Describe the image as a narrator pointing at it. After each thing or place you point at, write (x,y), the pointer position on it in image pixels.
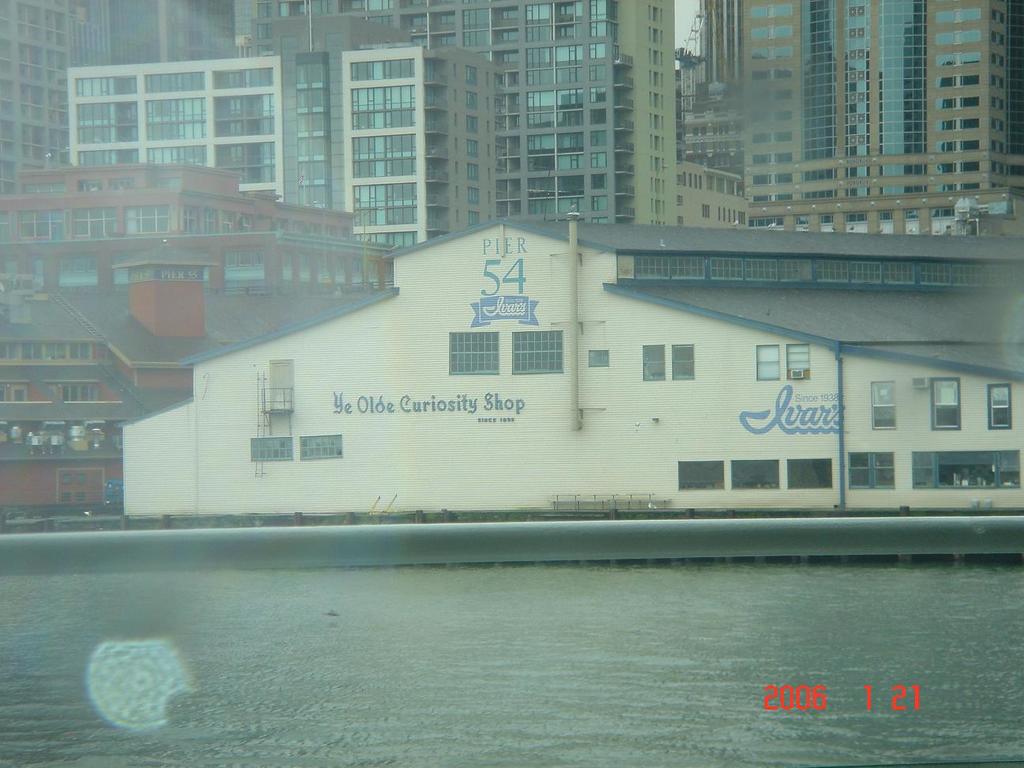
In this image we can see the water (600,679) and there is a building (417,363) and we can see some text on the building (858,394). We can see some buildings (476,33) in the background (151,110).
